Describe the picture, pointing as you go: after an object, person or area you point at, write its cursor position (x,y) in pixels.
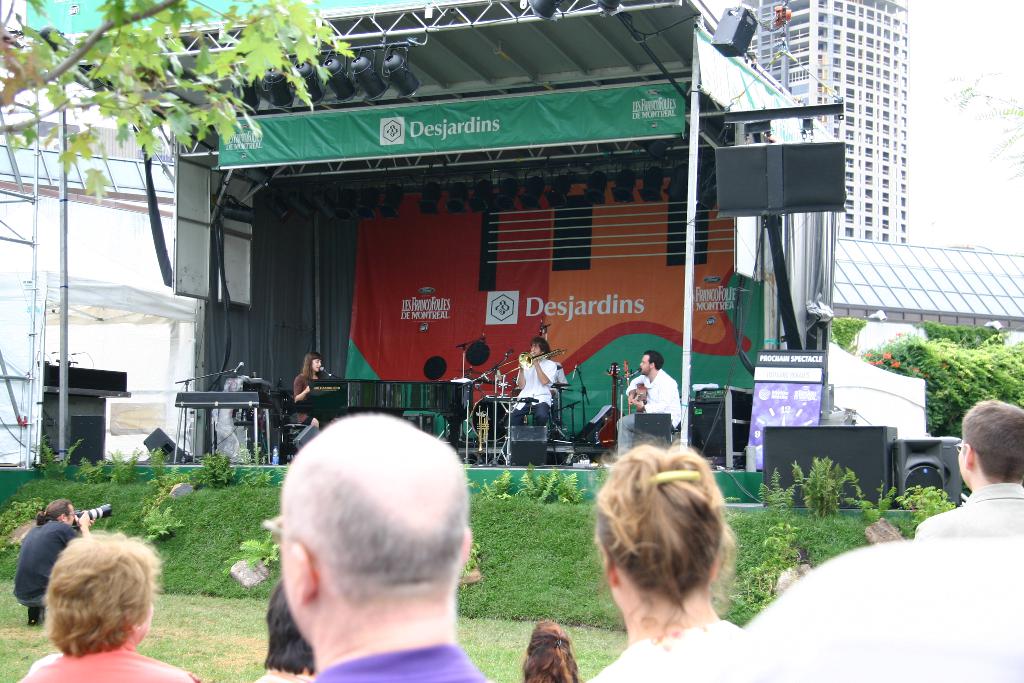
In this picture we can see a group of people (556,675), here we can see a shelter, musical instruments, trees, plants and some objects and in the background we can see buildings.
